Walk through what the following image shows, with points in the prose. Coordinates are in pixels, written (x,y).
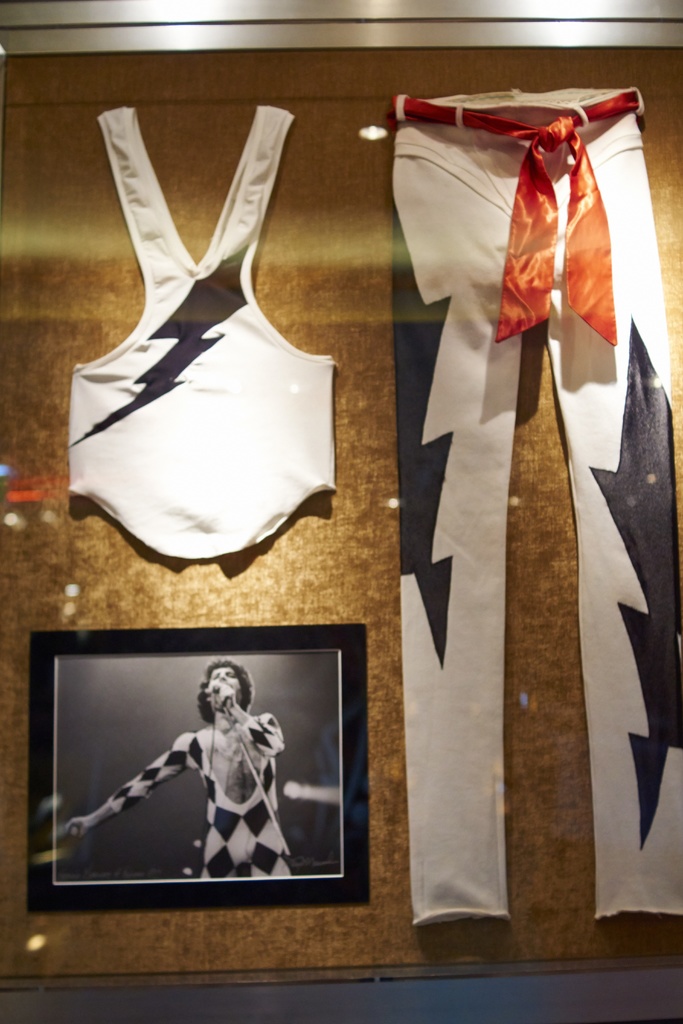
In this image I can see a golden colour thing (27,91) and on it I can see two white colour clothes (245,331) and a black and white colour frame (223,827).
